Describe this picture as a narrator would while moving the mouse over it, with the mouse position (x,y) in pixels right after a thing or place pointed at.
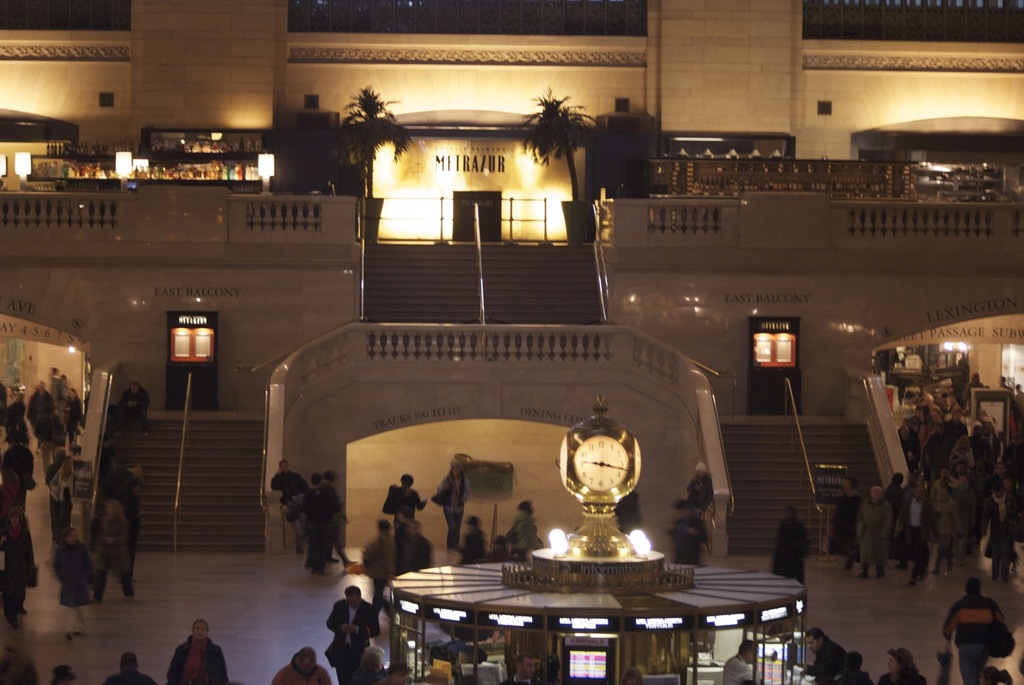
In this image there are a group of people (865,565) some of them are standing and some of them are walking, and in the foreground (581,550) there is one clock (583,497) and information booth (661,641). In the background (415,275) there is a building (723,268), trees (566,231) stairs (553,259), lights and doors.
